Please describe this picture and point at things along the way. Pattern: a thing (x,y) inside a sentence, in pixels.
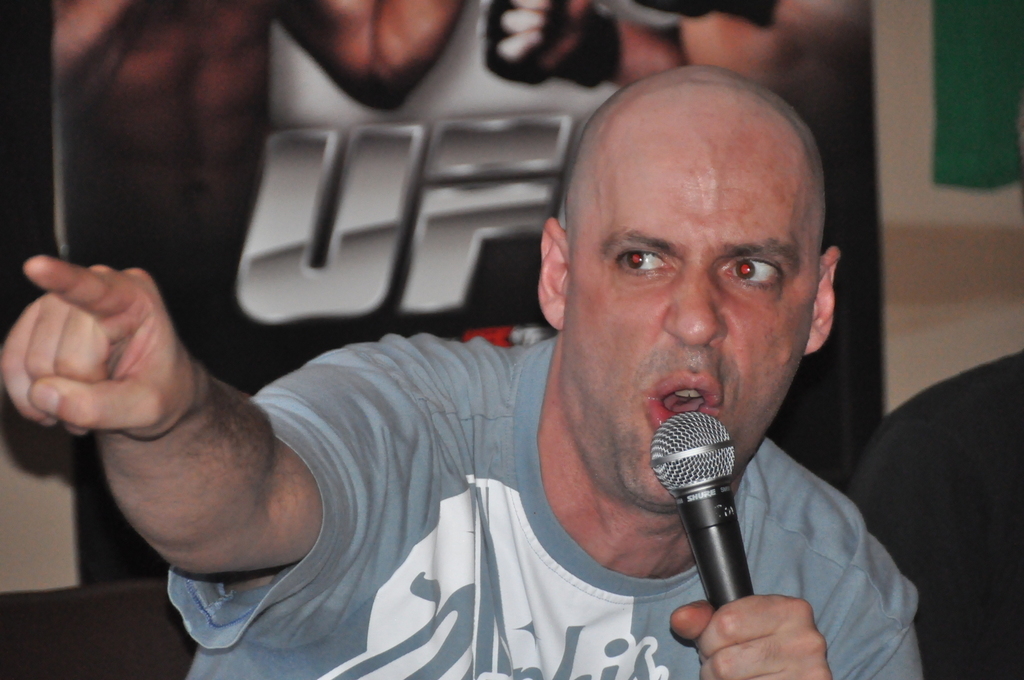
There is a man (763,288) holding a microphone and speaking in it.
